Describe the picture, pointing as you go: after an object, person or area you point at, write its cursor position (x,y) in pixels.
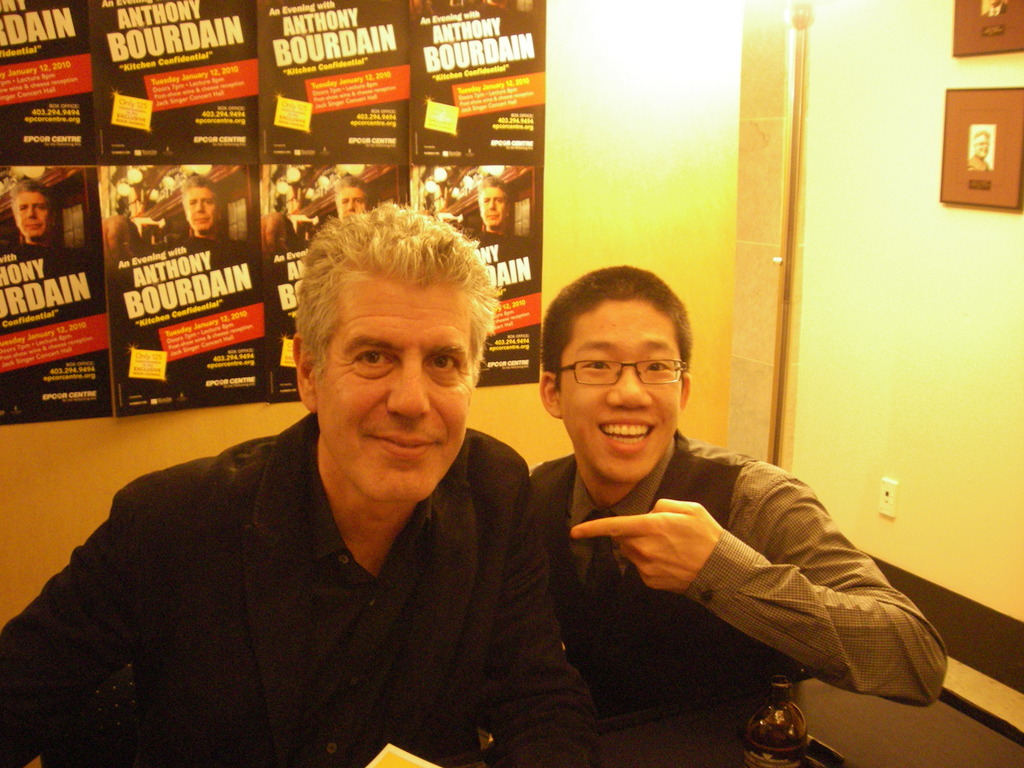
In this picture there are two men (398,332) in the center of the image (526,272) and there are posters (491,107) in the background area of the image (451,157).
